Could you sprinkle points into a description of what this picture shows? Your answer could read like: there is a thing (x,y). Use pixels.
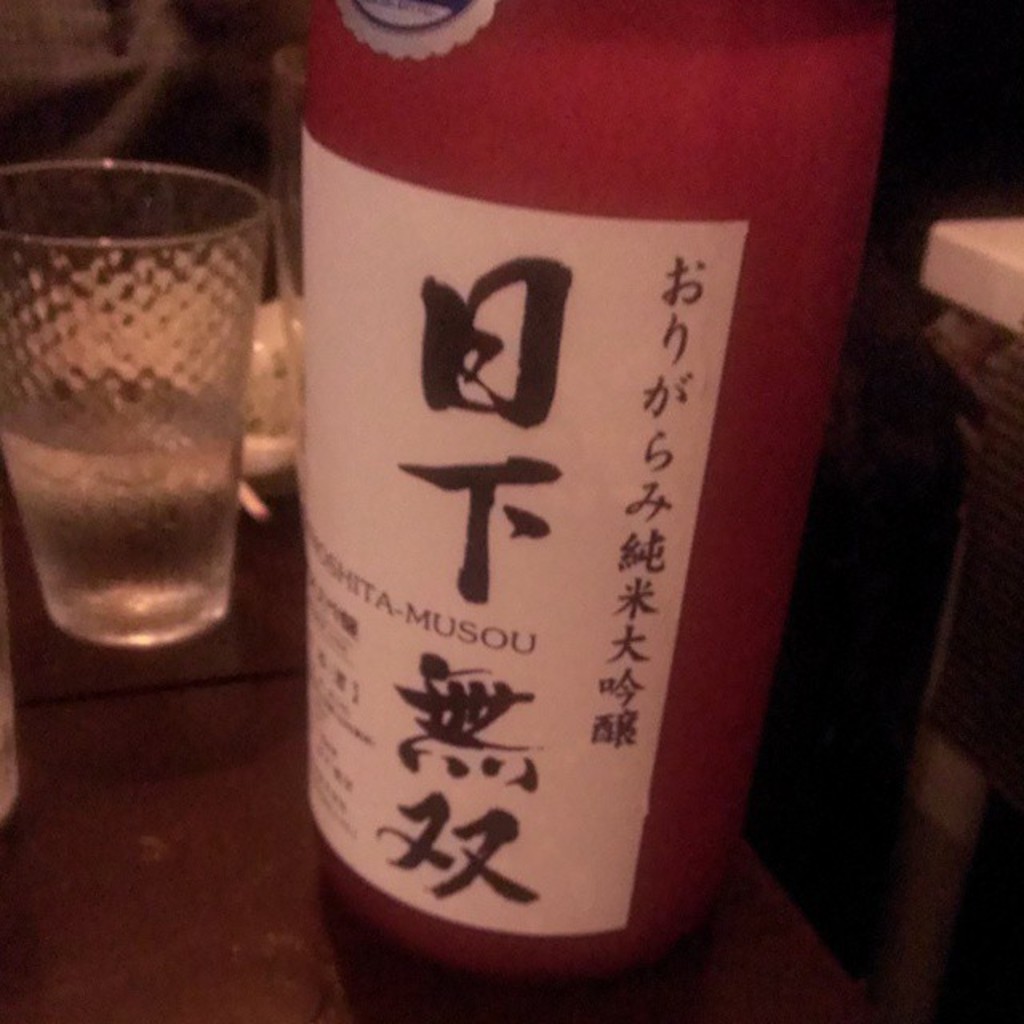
In the foreground of this we can see an object (358,819) seems to be the bottle (598,317) and we can see the text (455,308) on the paper (457,216) attached to the bottle (477,211) and we can see the glass (178,304) and some other objects (280,428).
